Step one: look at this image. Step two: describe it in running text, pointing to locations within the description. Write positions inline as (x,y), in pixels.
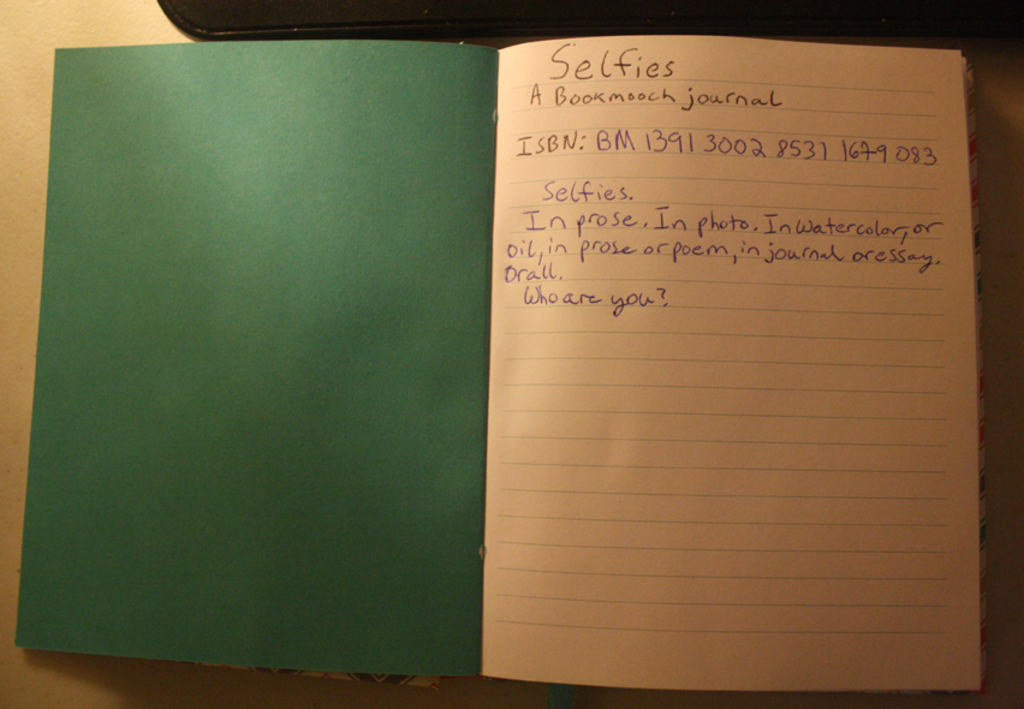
In this image I can see the book (594,443) and the black color object (284,29). These are on the cream color surface (21,194).
